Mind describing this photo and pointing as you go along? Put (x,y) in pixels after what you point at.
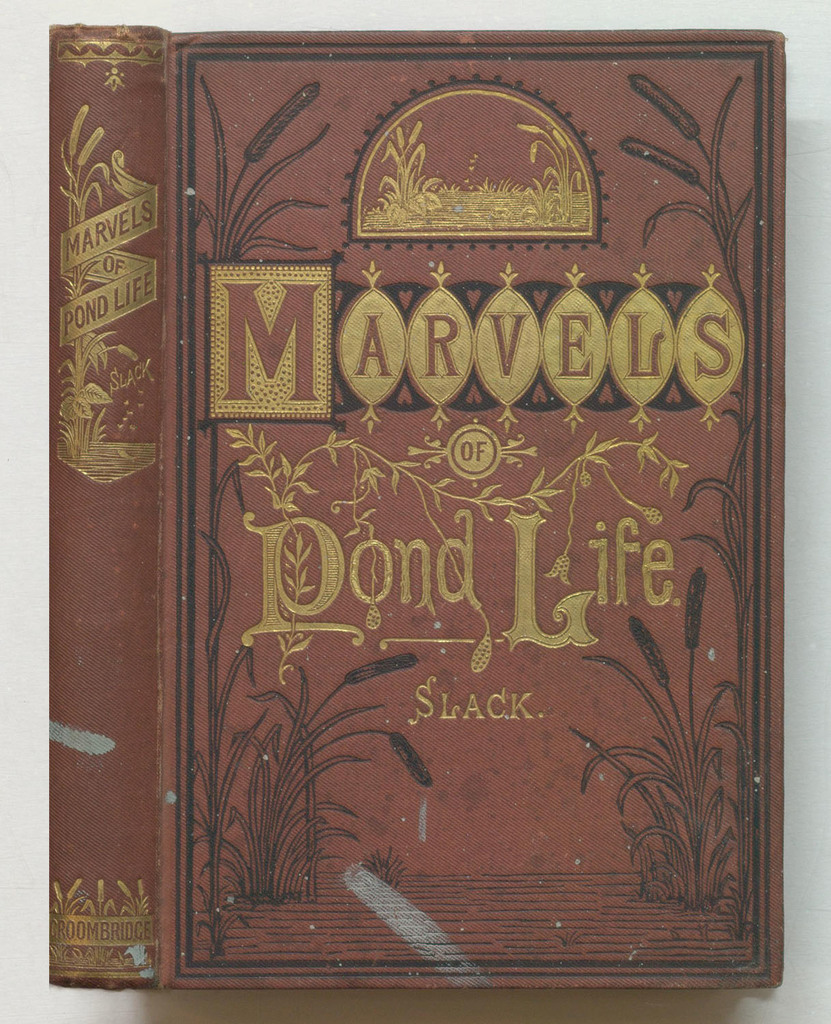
There is a book (336,300) and it is of brown color and it is written as "marvels of pond life".
